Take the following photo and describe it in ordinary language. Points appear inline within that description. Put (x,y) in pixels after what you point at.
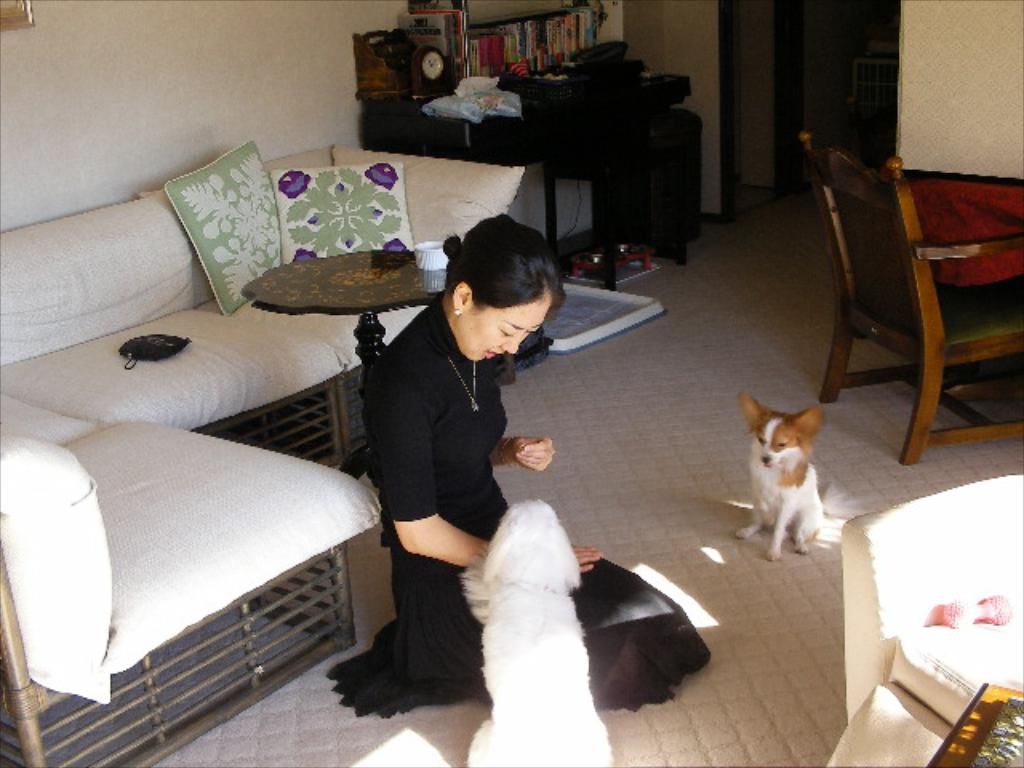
In this image, woman (470,484) is sat on the floor (316,719). Few dogs (780,473) are there in the image. On right side (925,575), we can see chairs (983,650), some cloth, paper (982,719), toy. And left side (168,288), we can see couch (156,302) few items (276,257) are placed on it. Here table (411,275), bowl (424,264). The back side we can see a cupboard (420,123), table (590,109), few items (560,74) are placed on it, white color wall (319,66) we can see.
